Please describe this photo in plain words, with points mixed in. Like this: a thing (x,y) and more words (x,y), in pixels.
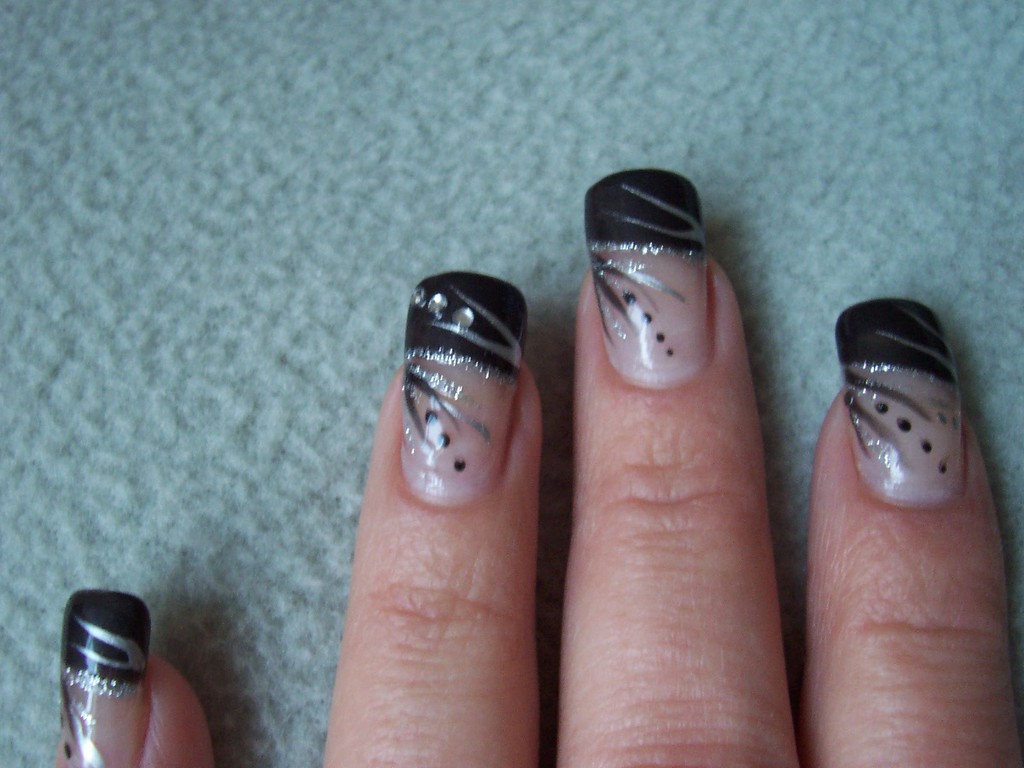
In this picture we can see a person hand (427,340) on a surface (361,230) and on nails (496,300) we can see nail polish (609,320).
